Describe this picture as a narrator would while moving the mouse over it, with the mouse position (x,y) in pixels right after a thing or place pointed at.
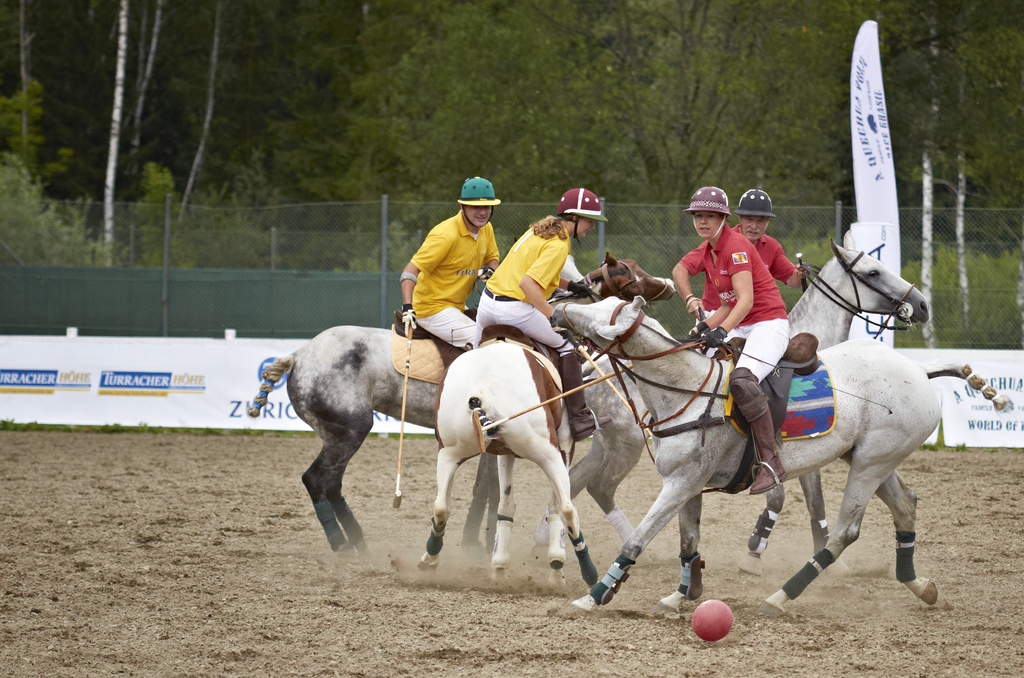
In this image there are four players (730,334) playing polo, behind them there is a banner (159,353) and a fence (242,307), on the other side of the fence (239,293) there are trees (770,154).
